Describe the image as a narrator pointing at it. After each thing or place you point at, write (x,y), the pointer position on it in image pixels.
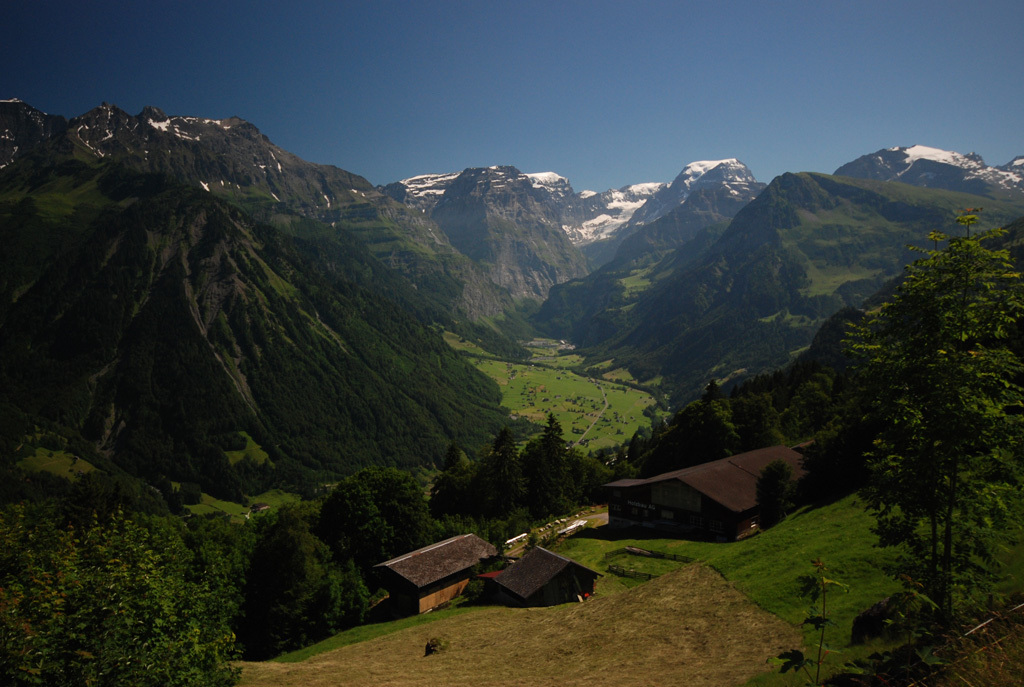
In this image I can see the houses (543,572). To the side of the houses (459,593) I can see many trees (973,482). In the background (604,334) I can see the mountains (501,185) and the blue sky (450,73).
